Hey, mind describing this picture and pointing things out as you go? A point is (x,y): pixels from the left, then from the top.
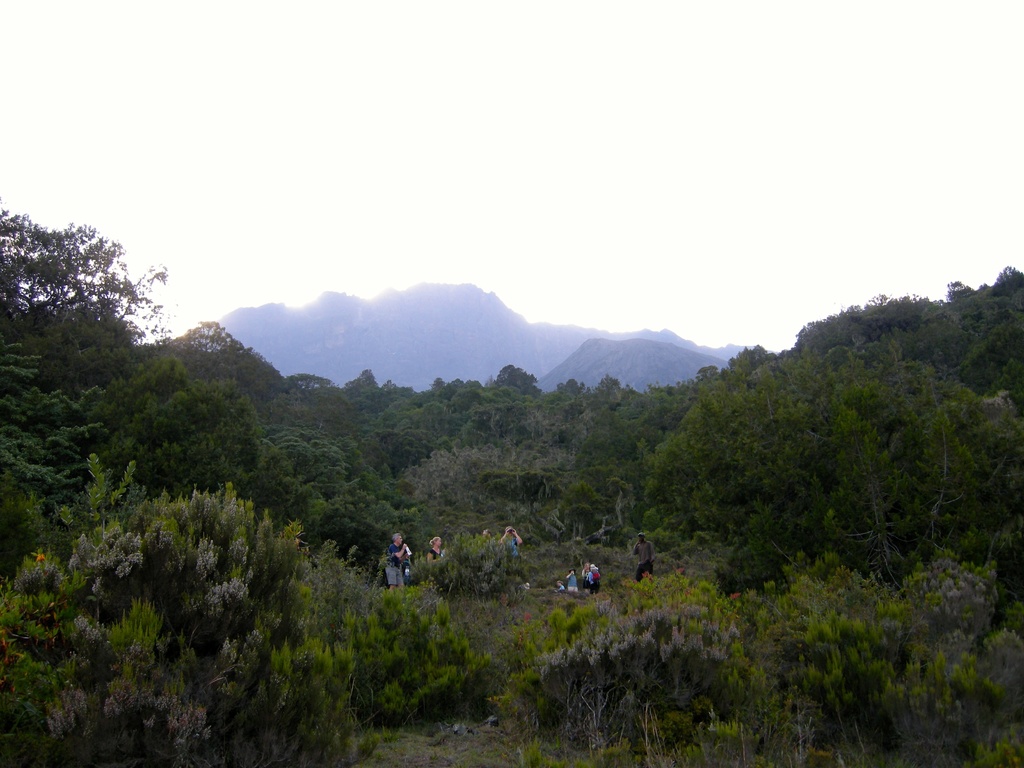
In this image, I see lot of trees (384,490) and a group of people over here. In the background (386,367) I can see mountains (324,319).
